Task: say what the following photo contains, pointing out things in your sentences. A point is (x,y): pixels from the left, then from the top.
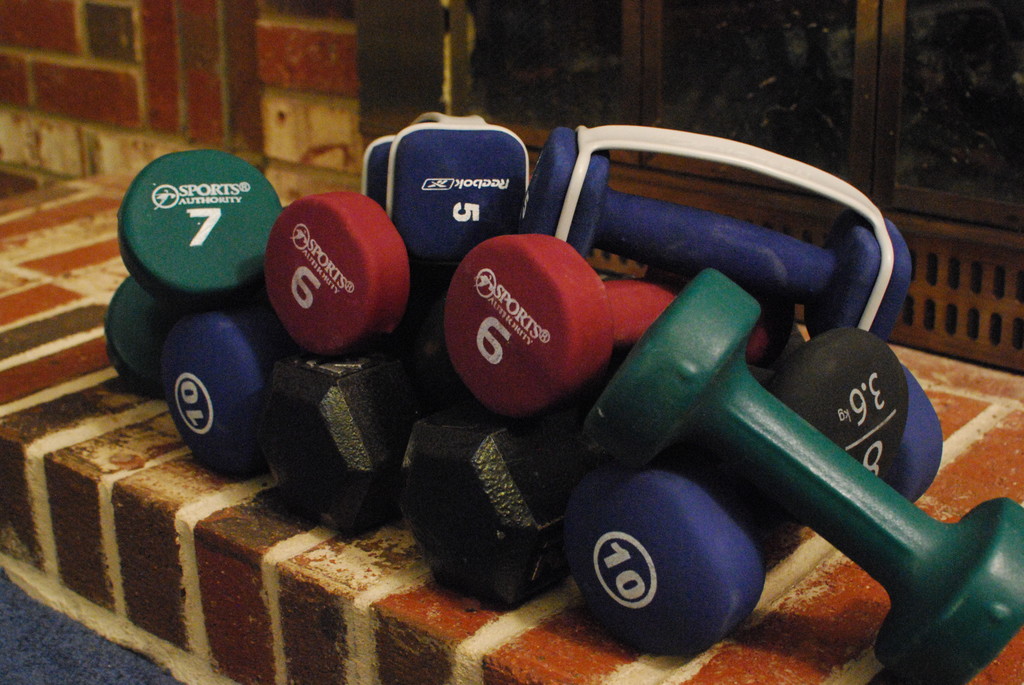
In this picture, we see dumbbells (590,326) in black, blue, green and red color. In the background (326,108), we see a wall (149,80) which is made up of bricks (297,87). On the right side (927,145), we see a glass door (836,131) or a window (838,166).
